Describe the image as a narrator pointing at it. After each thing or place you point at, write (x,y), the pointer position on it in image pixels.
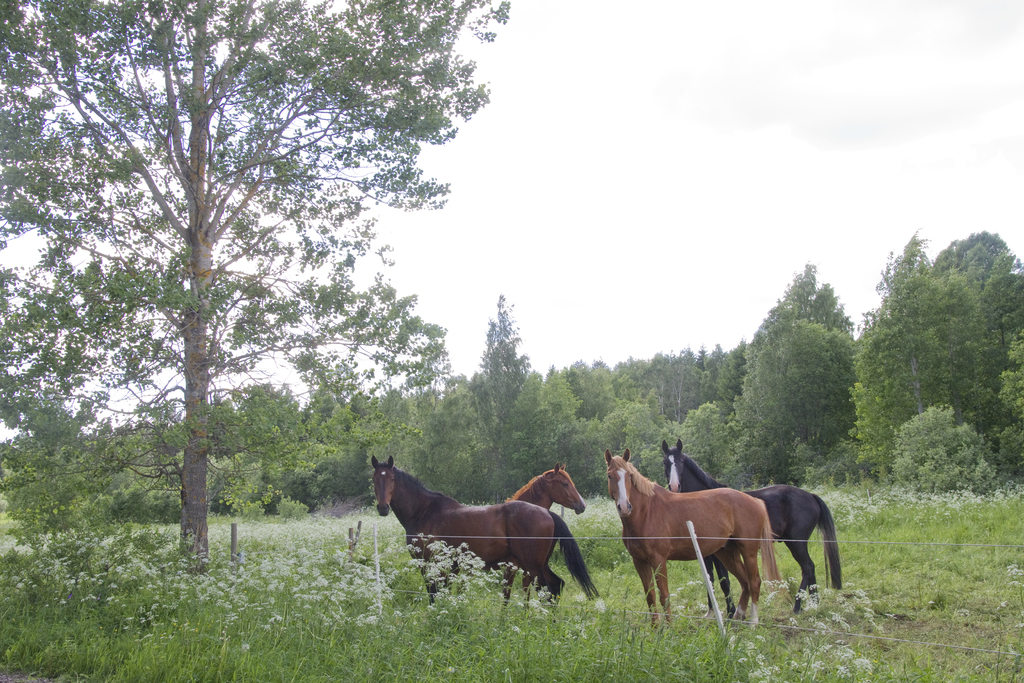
In the picture we can see a grass surface (248,563) with plants (221,609) and flowers (284,563) to it and behind it we can see four horses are standing, three are brown in color and one is black in color and beside it we can see a tree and in the background (302,509) we can see full of trees (945,429) and on the top of it we can see the sky (490,210).
